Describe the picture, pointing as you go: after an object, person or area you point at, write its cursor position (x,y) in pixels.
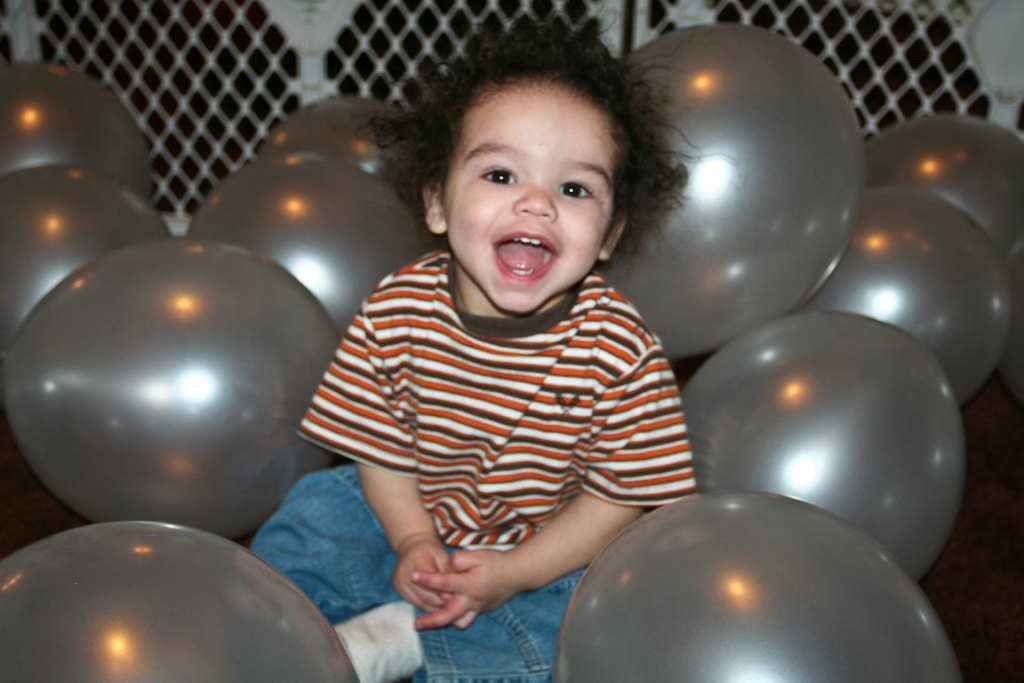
In this picture this is a boy (577,422) who is wearing t-shirt (523,418), jeans (519,614) and socks (400,613). he is sitting near to the grey color balloons (206,461). On the top (302,47) we can see fencing (639,9).
